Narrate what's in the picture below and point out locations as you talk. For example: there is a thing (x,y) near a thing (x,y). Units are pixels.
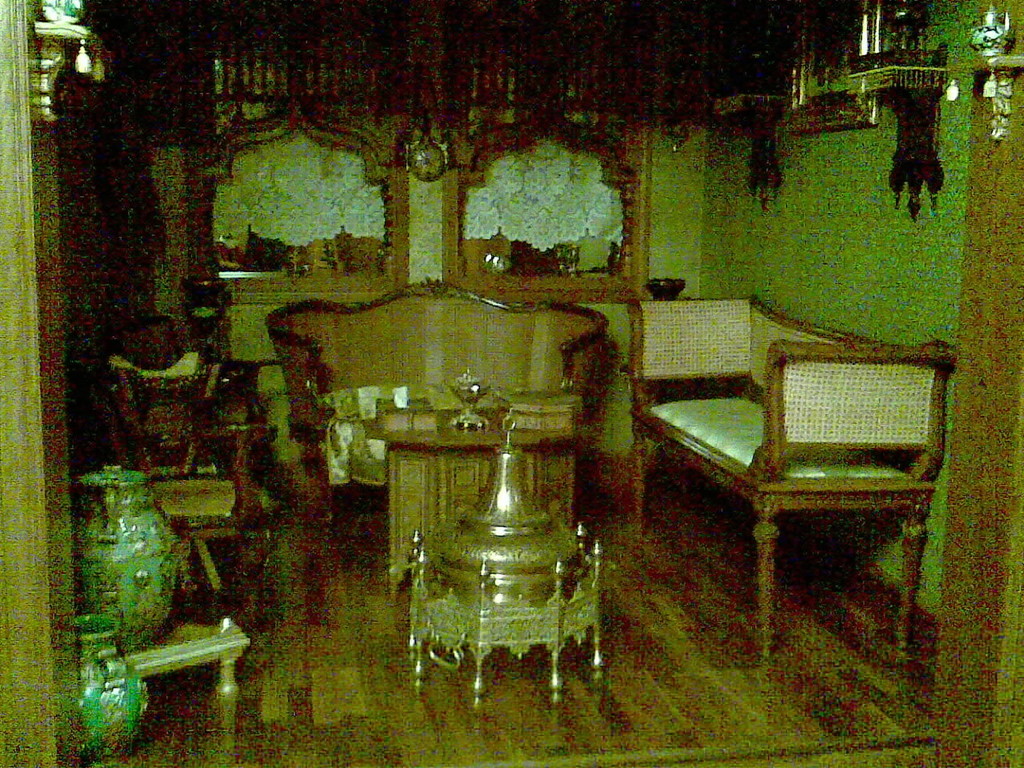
This is a photo. In this picture we can see the benches (679,433), tables (492,434), chairs (192,473), pots (127,583), cupboard (469,465), photo frame (828,68) and some objects (779,94). At the bottom of the image (670,697) we can see the floor (675,714). In the background of the image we can see the wall (832,289).
